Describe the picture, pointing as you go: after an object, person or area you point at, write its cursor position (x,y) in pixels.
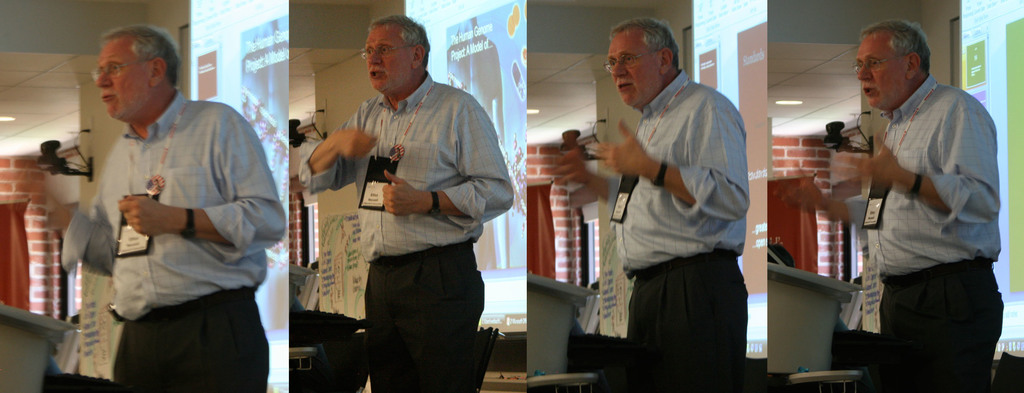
This is a collage image of a person (431,160) wearing a Id card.
